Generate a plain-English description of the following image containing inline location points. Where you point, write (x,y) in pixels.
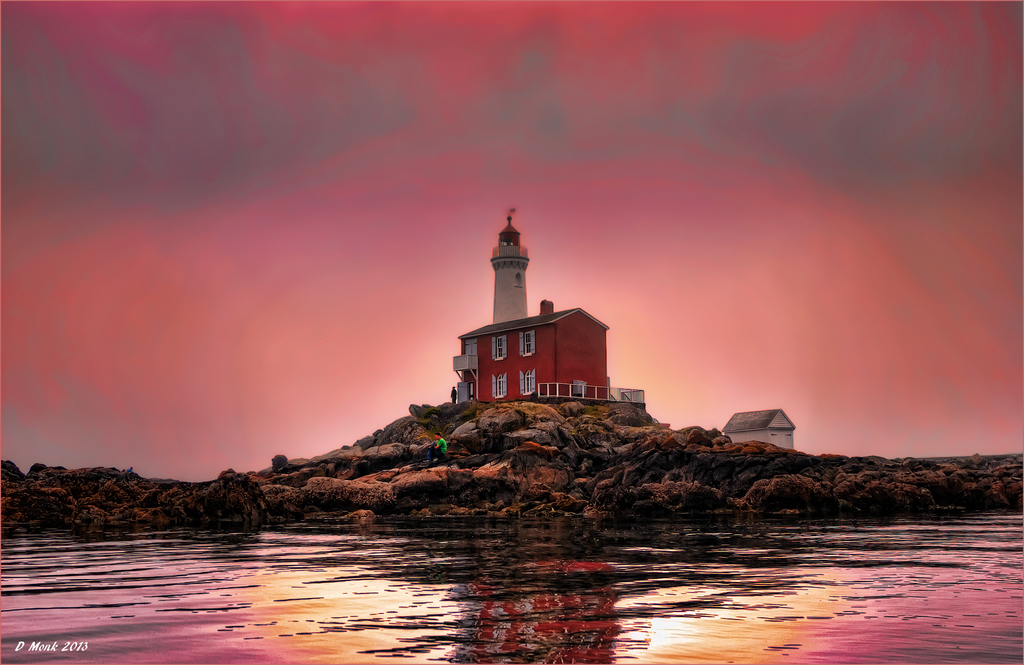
In the center of the image (508,285) there is a lighthouse (508,285) and building (511,384) on the rocks (596,461). At the bottom of the image (734,569) there is water (243,571). In the background (333,430) there is sky (684,130).
